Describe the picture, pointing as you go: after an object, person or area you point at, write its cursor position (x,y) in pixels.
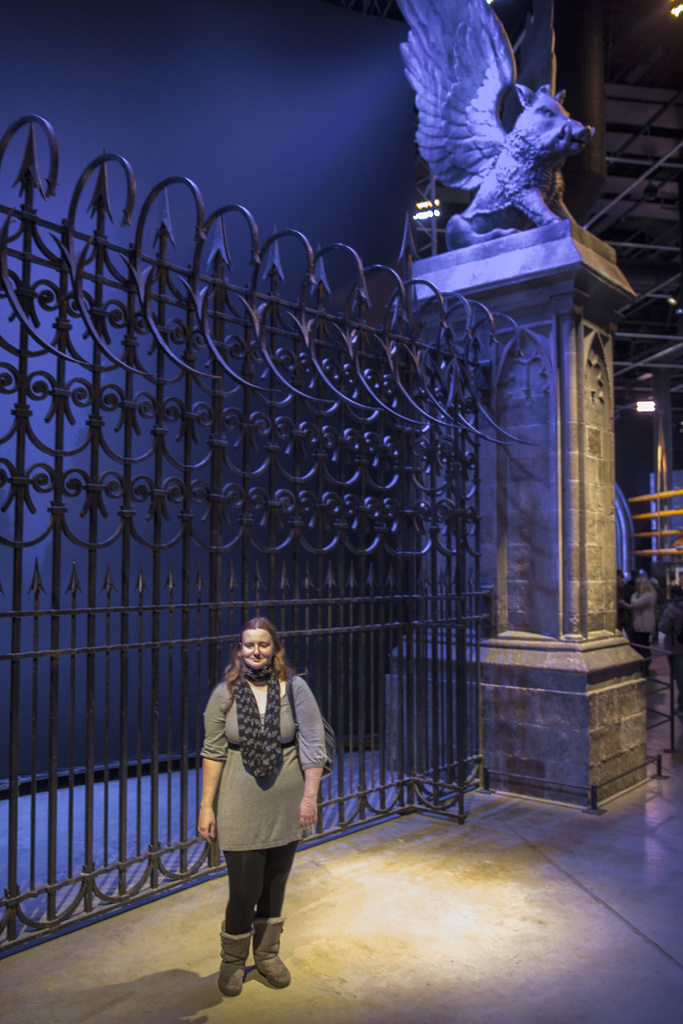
As we can see in the image there is gate (250,472), statue (537,132), a woman (273,752) standing and wall (288,55).
